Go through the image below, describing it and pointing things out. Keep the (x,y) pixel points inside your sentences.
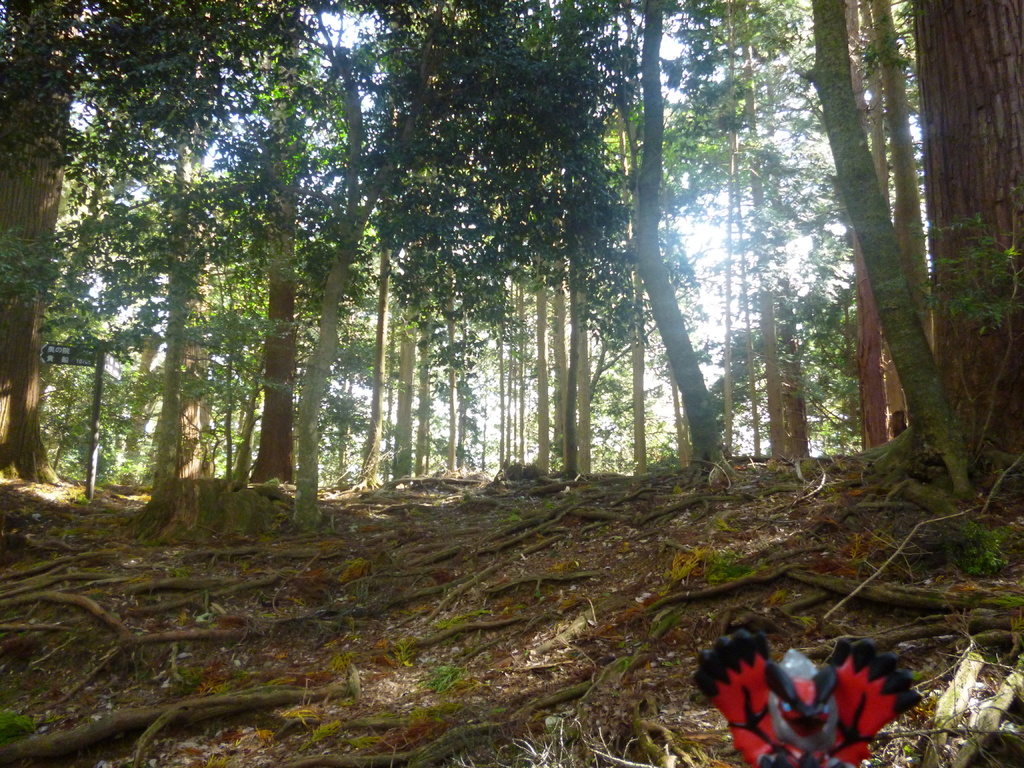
In this image, at the bottom (820,706) there is an object (762,640). In the middle (475,358) there are trees (692,415), roots (516,542), and, sky (715,280).
